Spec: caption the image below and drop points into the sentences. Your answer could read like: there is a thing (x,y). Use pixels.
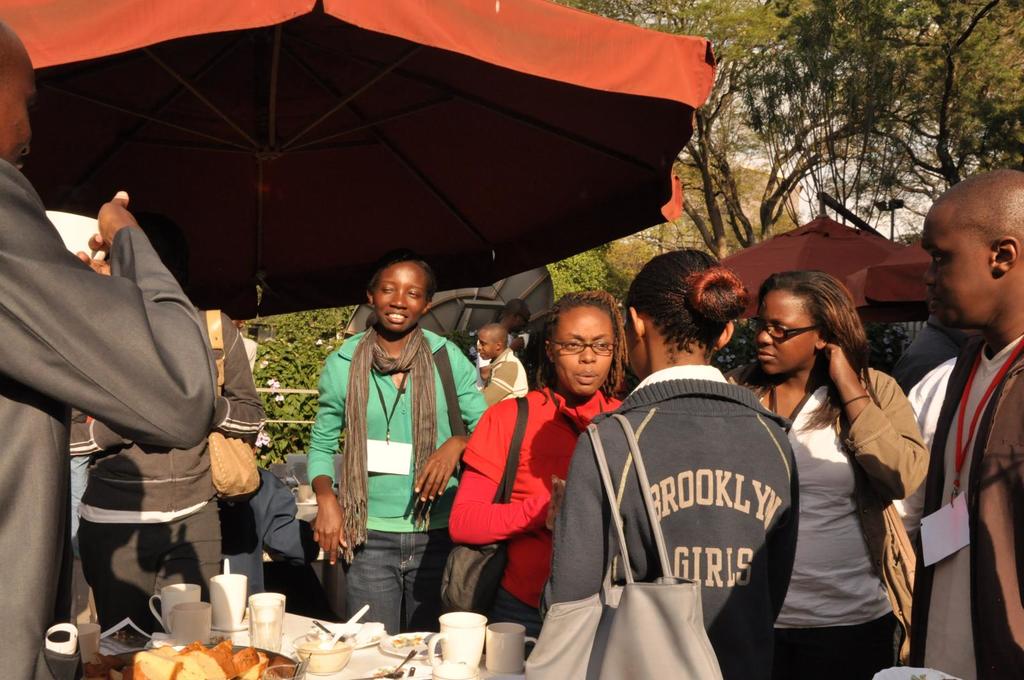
In this picture I can see cups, plates (199,675) and some other objects (267,605) on the table (290,619), there are group of people (809,427) standing, there are umbrellas (144,7), and in the background (934,84) there are trees (558,291) and there is the sky (771,180).
